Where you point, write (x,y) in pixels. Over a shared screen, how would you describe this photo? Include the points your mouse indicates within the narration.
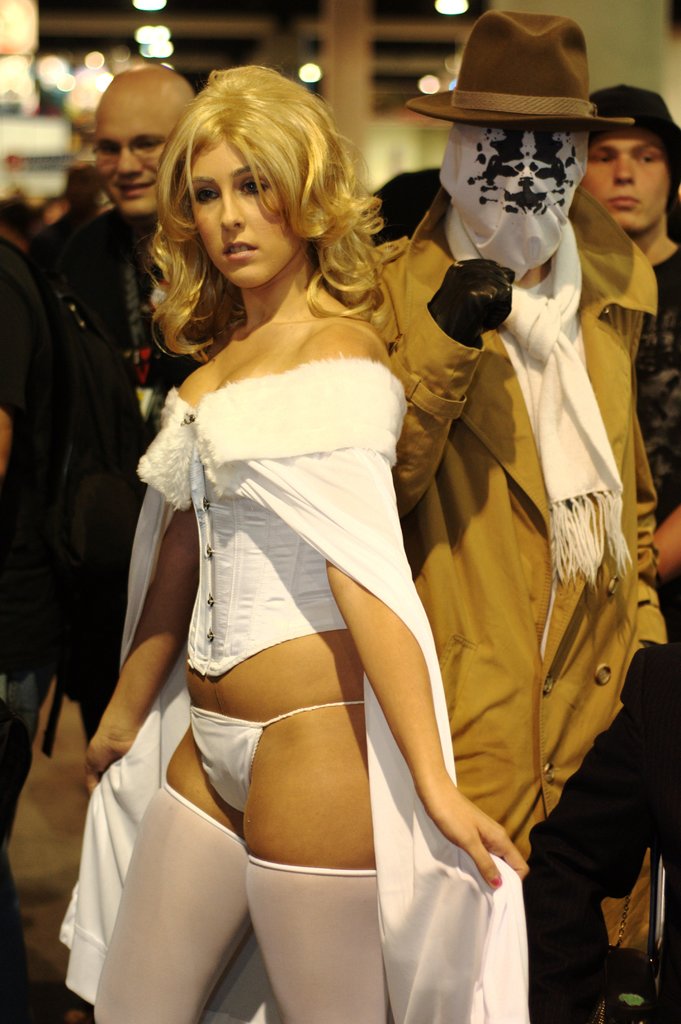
In this picture we can see a group of people (221,534) standing. Behind the people (437,365), there are some blurred objects (435,52).
